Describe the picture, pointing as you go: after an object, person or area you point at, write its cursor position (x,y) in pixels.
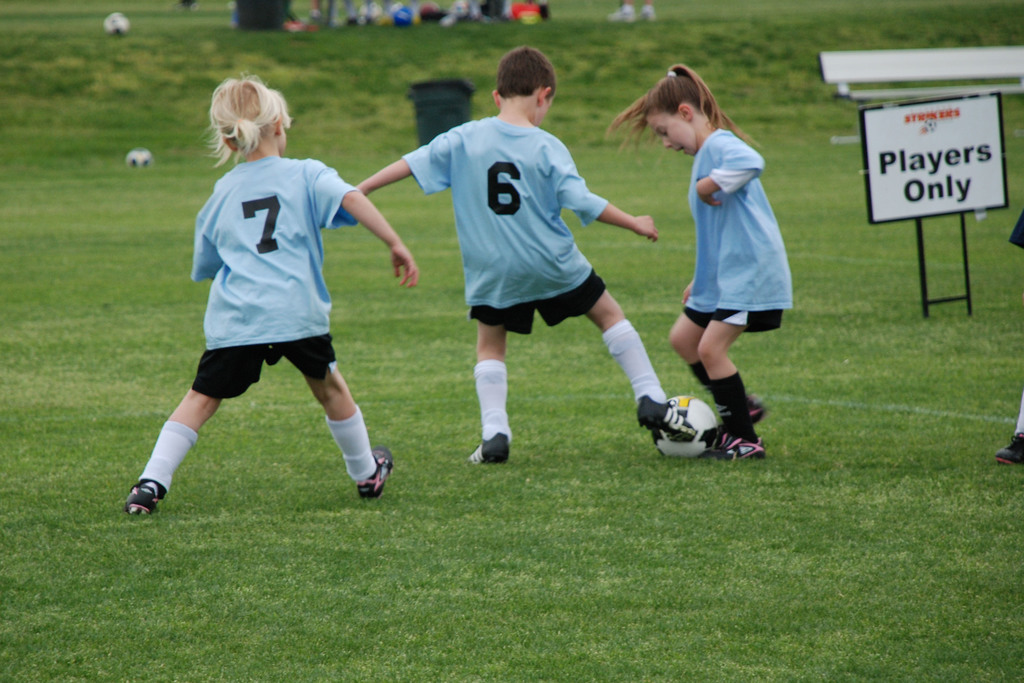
There are two girls (286,220) and one boy (494,243) playing football. They wore blue T-shirts (554,246) and black shorts (487,317). This is a board (936,120) which is white in color with black letters (945,186) on it. At background (375,12) i can see few objects (435,15) which are not clear enough. These are the two foot balls (125,25) and I think this is the dustbin (437,106) which is black in color. These kids (327,303) are playing football.
